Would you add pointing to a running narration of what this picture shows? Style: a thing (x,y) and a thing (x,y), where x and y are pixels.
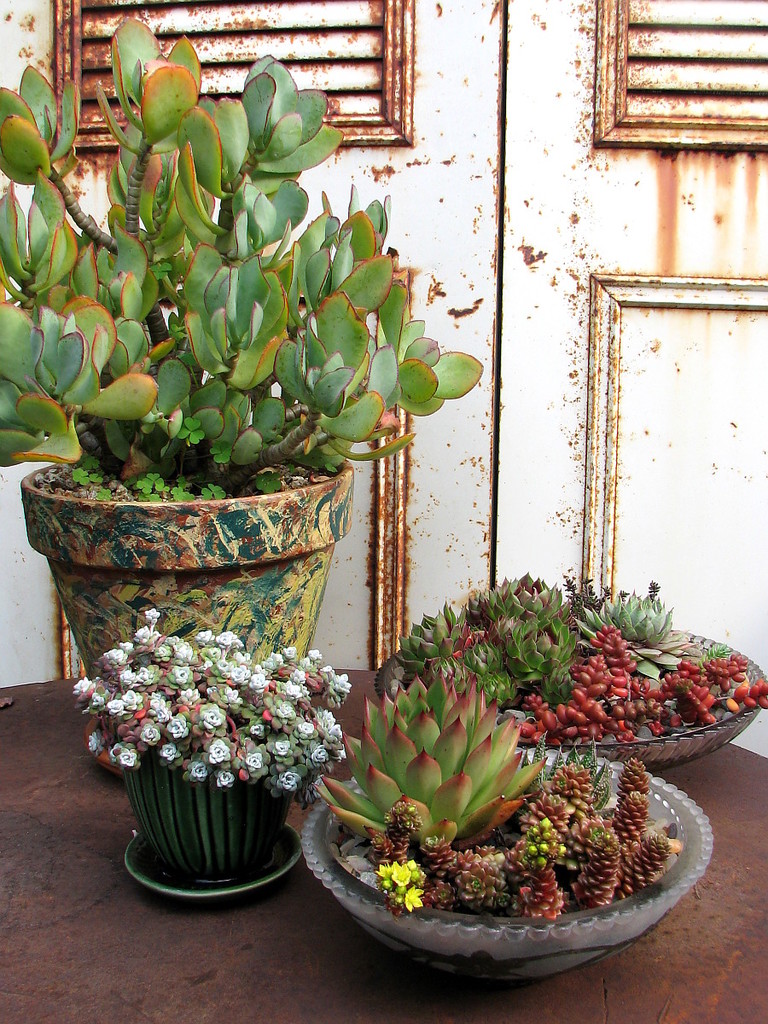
In this image we can see different kinds of plants (156,701) in flower pots (274,806) are placed here. In the background (491,98), we can see the rusted door (623,93).
